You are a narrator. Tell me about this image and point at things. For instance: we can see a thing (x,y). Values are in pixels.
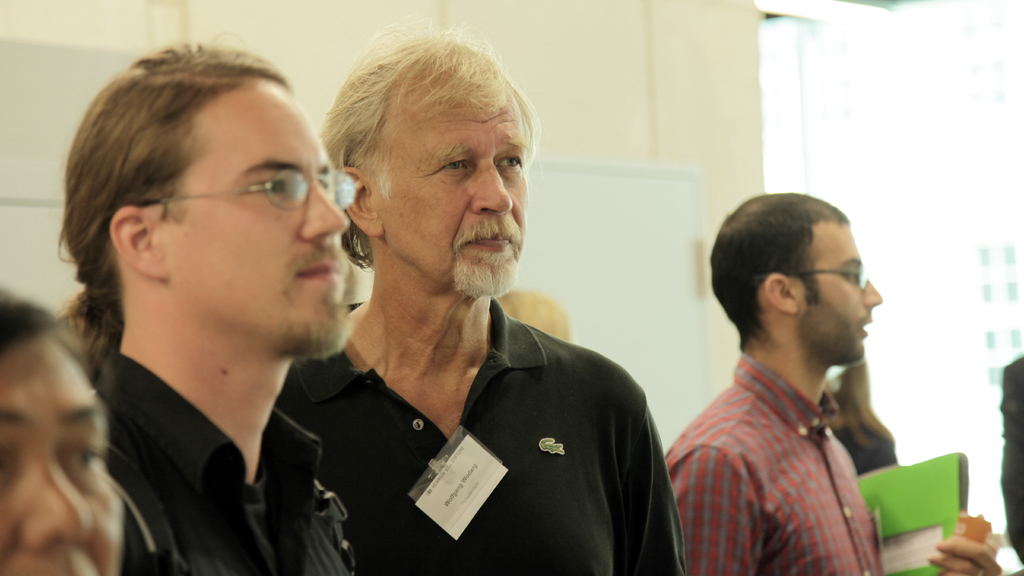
In this picture there are people (852,372). In the background of the image (579,64) we can see wall (565,153) and board (634,273).
